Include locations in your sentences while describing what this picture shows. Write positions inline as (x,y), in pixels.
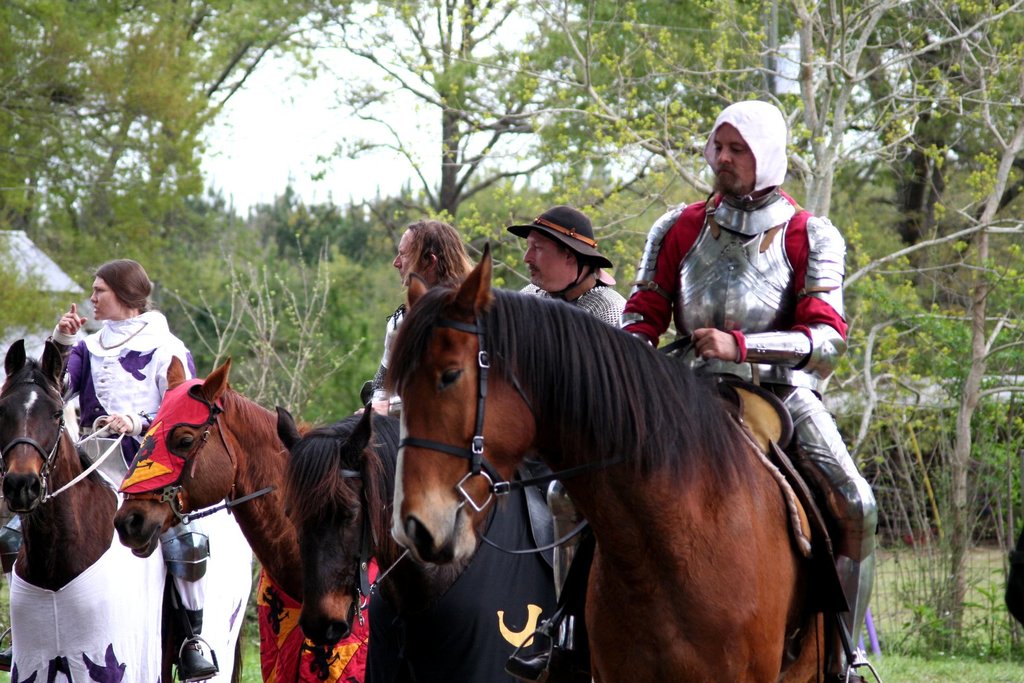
In this image we can see four people (682,245) who are sitting on a horses (490,339). In the background (91,42) we can see trees (148,19) and a sky (407,31).
